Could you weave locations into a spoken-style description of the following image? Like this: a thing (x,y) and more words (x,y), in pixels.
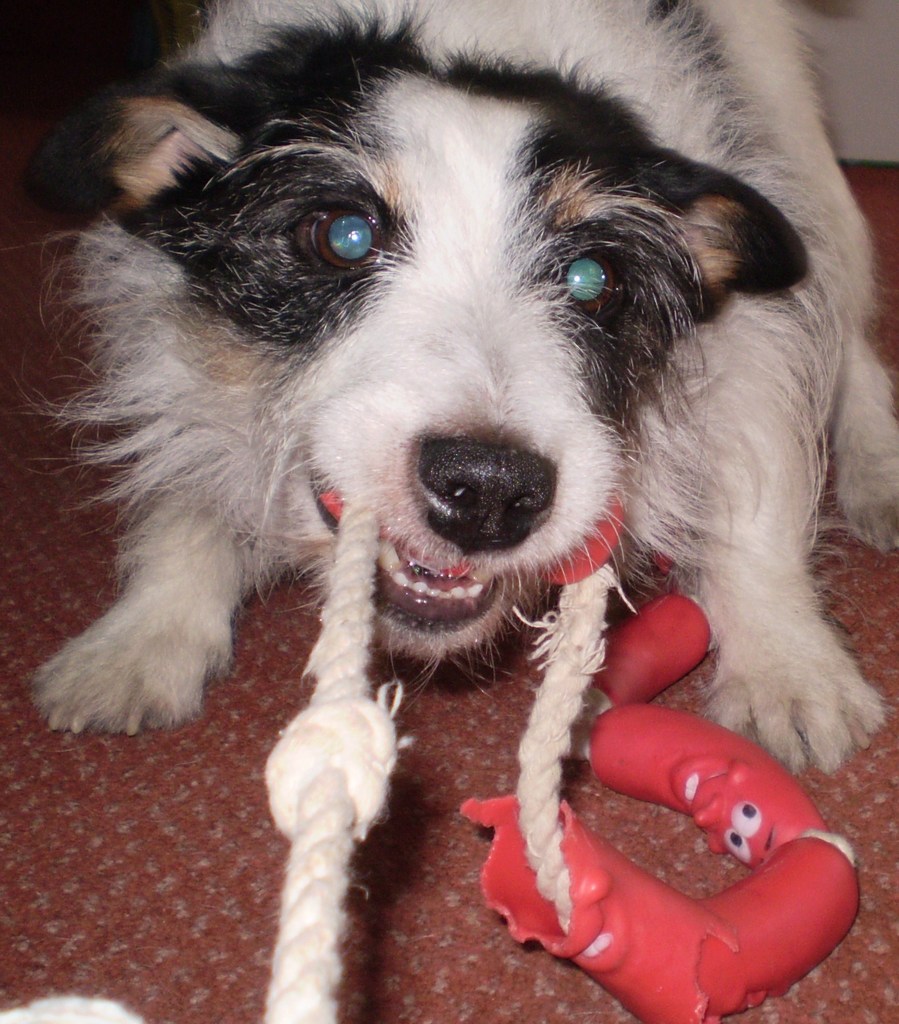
In the picture there is a fluffy dog (614,138) playing on the ground (514,679), it is holding a rope (332,718) with its mouth (434,607).
